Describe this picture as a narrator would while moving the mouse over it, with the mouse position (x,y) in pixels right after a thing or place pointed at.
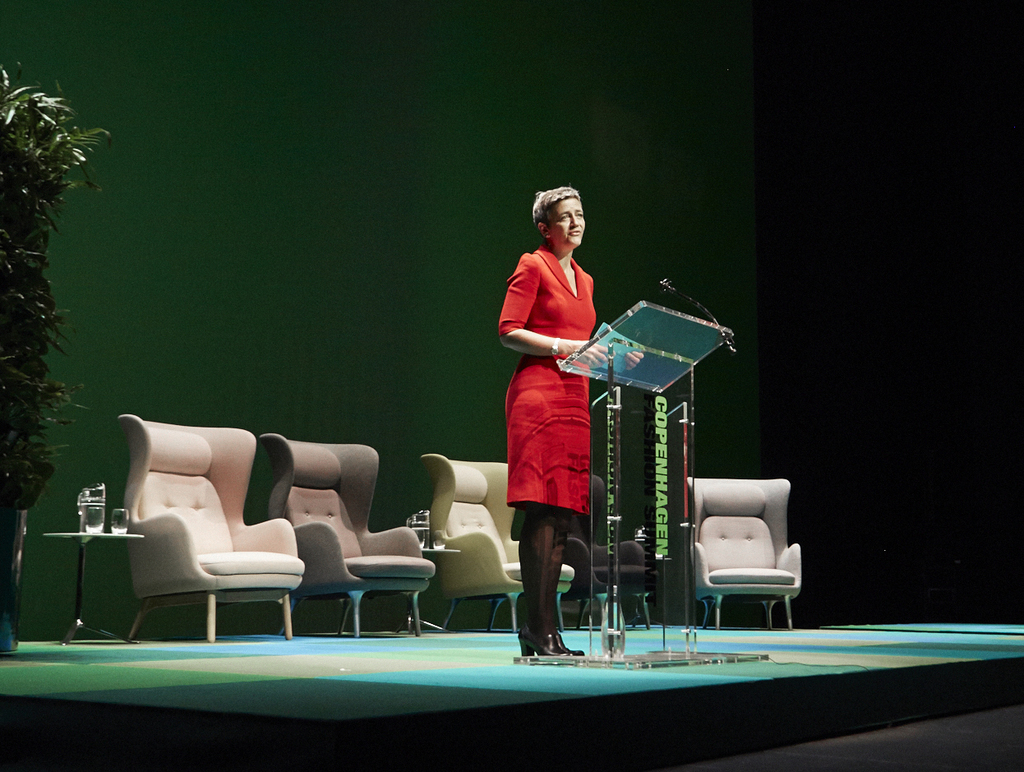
in the picture a woman (530,441) is standing in front of a podium (691,427) with the microphone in it and talking there are five chairs (297,525) present on the stage (174,645) near to the chair (148,508) there is a table (71,531) on the table (71,632) there are glass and jug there is a house plant (46,354) near to it.
